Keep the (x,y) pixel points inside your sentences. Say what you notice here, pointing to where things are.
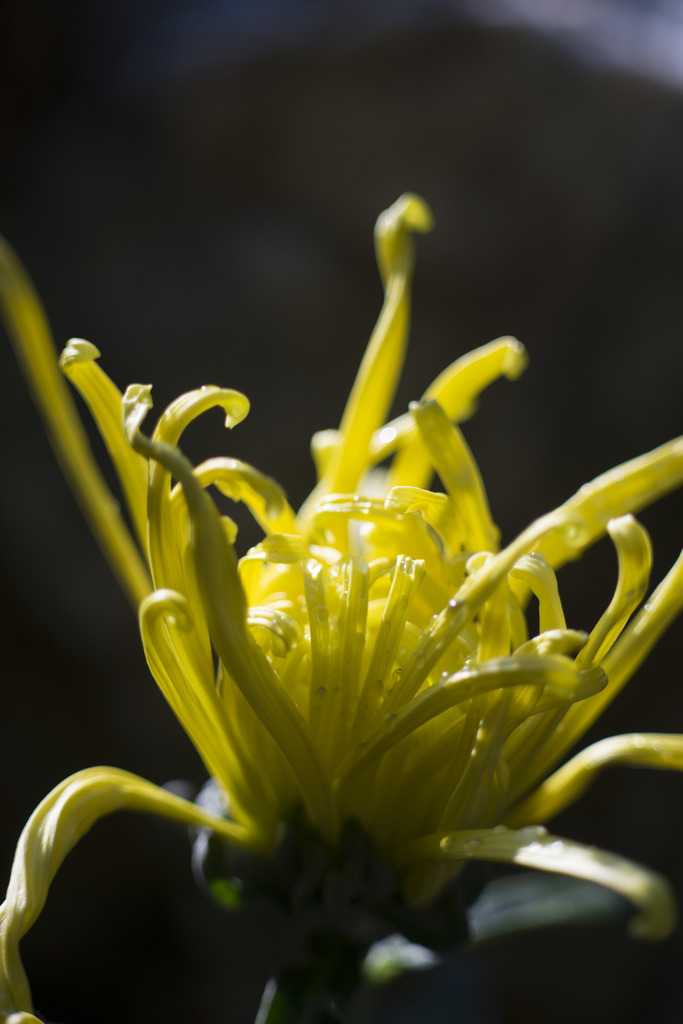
In the image we can see there is a yellow colour flower (327,726).
